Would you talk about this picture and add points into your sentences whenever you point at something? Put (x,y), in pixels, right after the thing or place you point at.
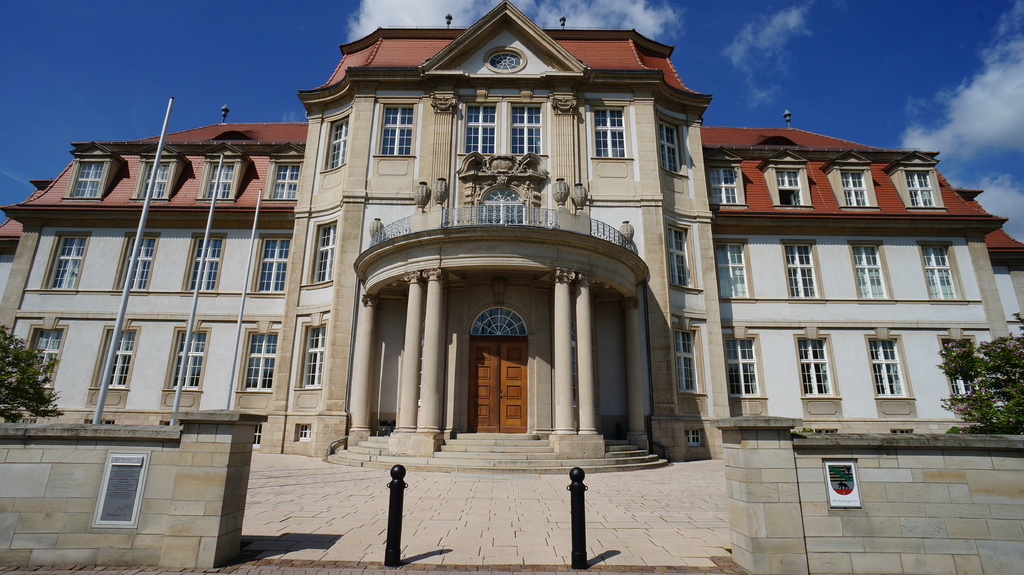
In this image there is a building (574,404), there are poles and trees (992,427), and in the background (1023,19) there is sky (158,34).
